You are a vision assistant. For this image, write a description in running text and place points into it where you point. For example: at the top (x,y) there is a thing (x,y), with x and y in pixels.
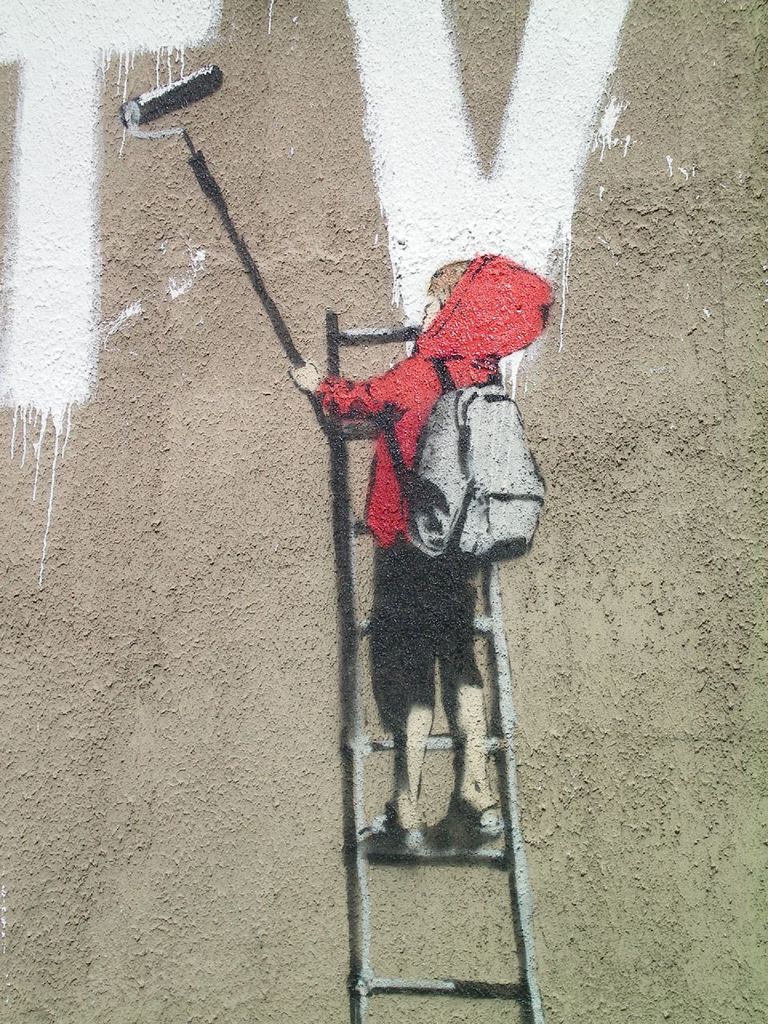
There is a wall (215,632). On the wall (215,632) there is a painting (416,589) of a boy (422,597) wearing jacket (404,369) and bag (440,427) is holding a painting brush (258,281) and standing on a ladder (508,868).
